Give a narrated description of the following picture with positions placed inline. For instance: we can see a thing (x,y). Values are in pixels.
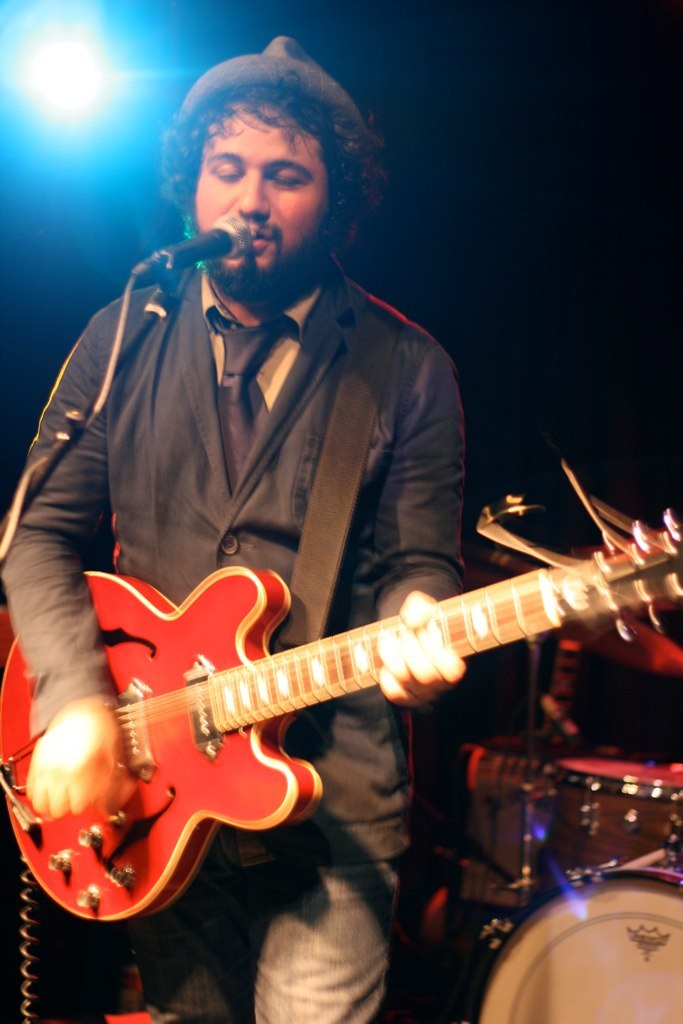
In this picture a man (287,492) is playing guitar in front of microphone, in the background (555,931) we can see couple of musical instruments (555,931) and a light (78,65).
